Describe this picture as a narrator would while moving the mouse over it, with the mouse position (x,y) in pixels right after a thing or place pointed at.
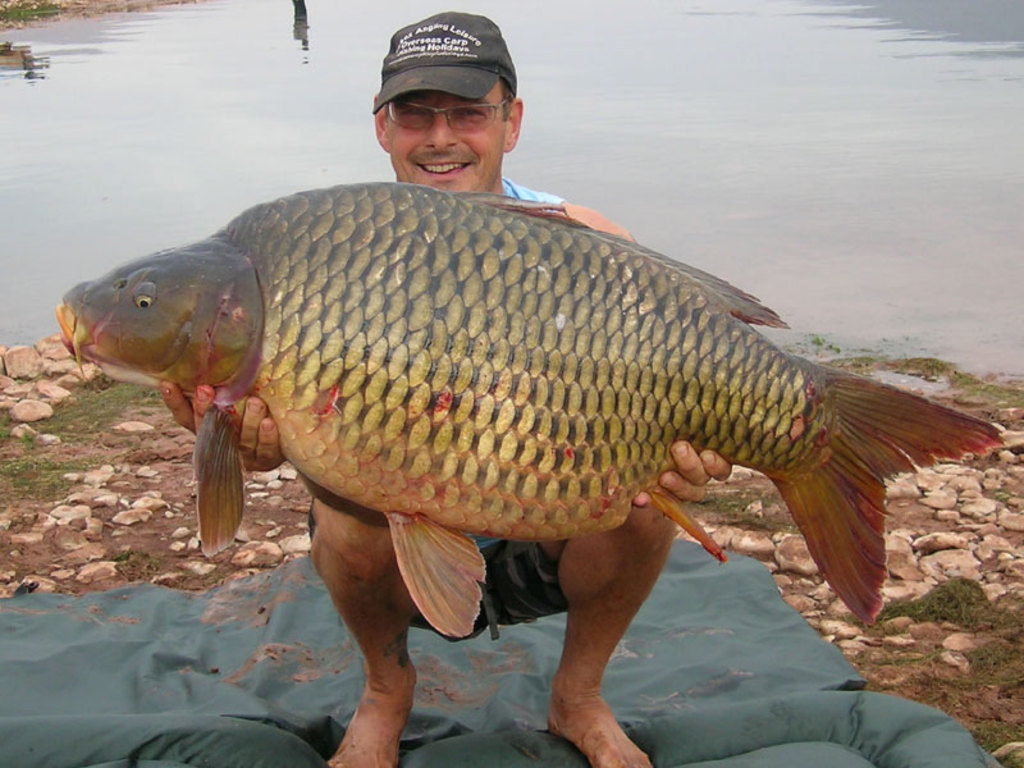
In the center of the image (560,358) we can see a man (633,565) is squatting and holding a fish (557,253) and wearing cap (389,76), spectacles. In the background of the image (135,469) we can see the water (822,308), stones (14,388) and ground (838,365). At the bottom of the image (649,654) we can see a mat (783,732).
